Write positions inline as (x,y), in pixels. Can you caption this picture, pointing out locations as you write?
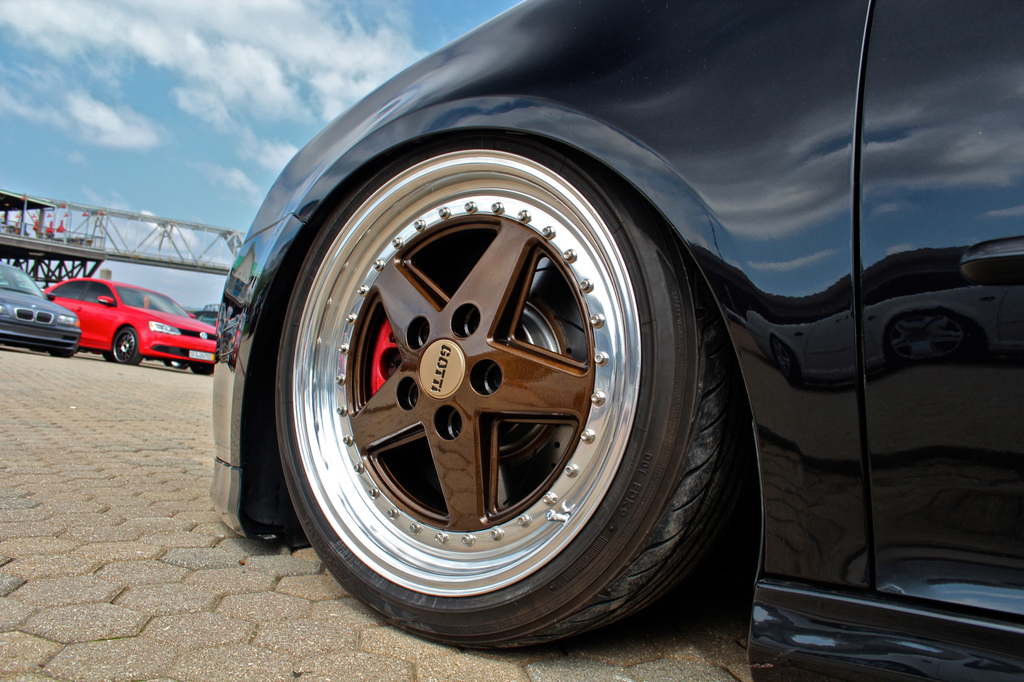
In this picture we can see vehicles (277,515), bridge (159,258) and objects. In the background of the image (182,241) sky (229,87) with clouds (267,99).
